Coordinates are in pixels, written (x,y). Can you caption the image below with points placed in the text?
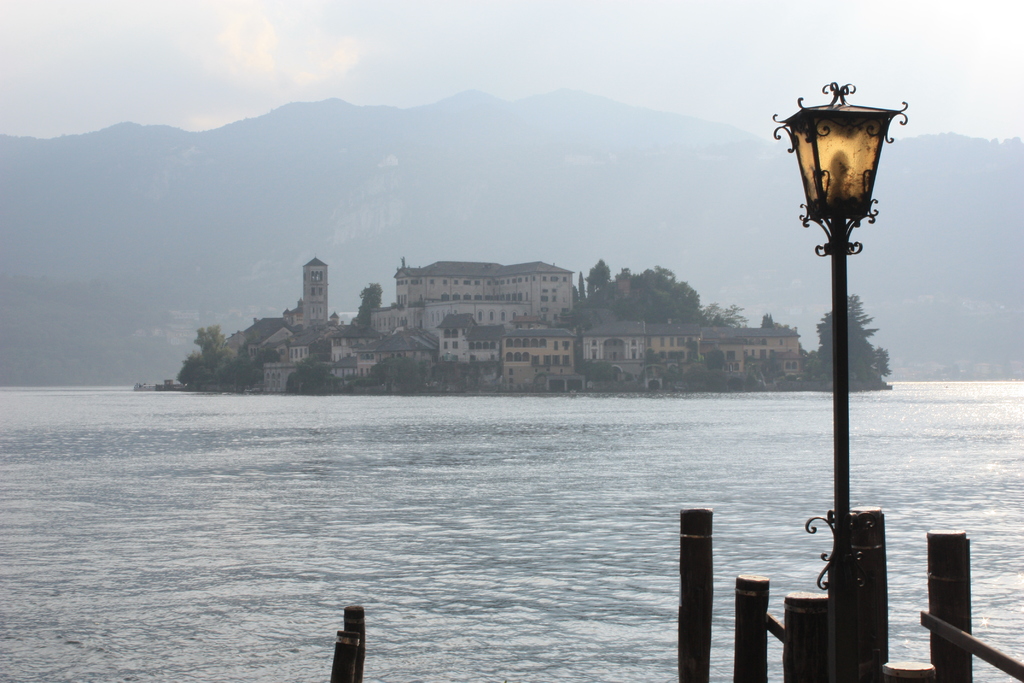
The picture is taken from a dock (956,615). In the foreground (519,613) there are railing (932,621), lamp (848,180) and water (403,411). In the center of the picture (597,341) there are trees (640,317) and a castle (453,311). In the background (143,296) there are mountains (729,240). It is foggy.
